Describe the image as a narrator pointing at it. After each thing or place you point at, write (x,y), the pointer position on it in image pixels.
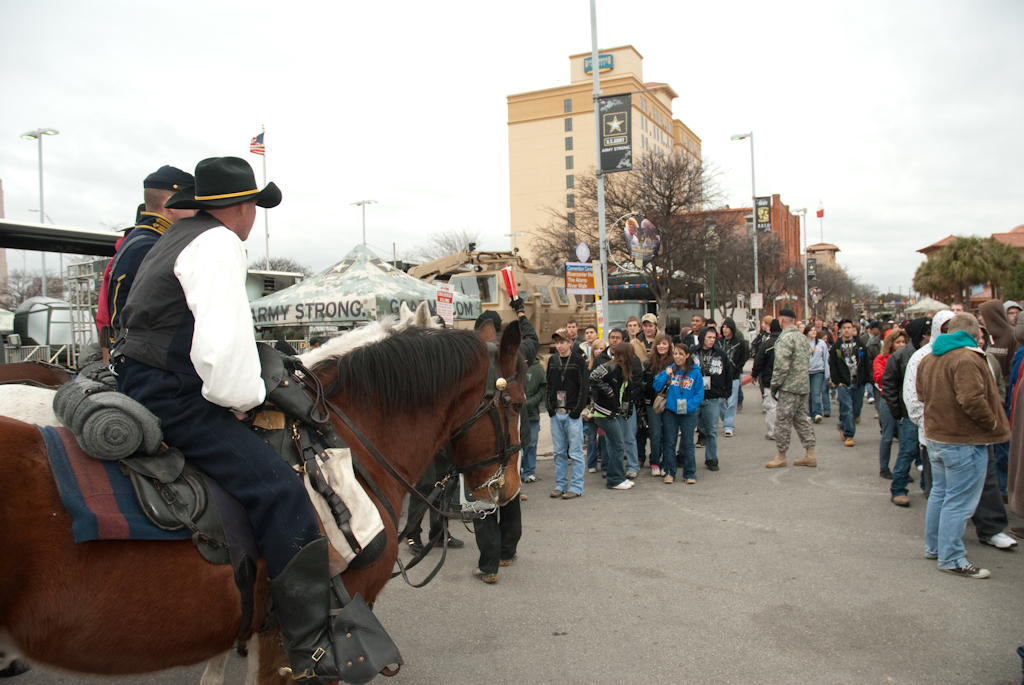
On the left side of the image (144,328) there are men (118,290) sitting on the horses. In front of them on the road (641,533) there are many people (633,418) standing. Behind them there are poles (597,104) with sign boards (620,162) and street lights (804,252). And also there are trees (984,282), buildings (531,137), tents (389,321) and some other objects (593,306). At the top of the image (527,62) there is sky (219,109).
